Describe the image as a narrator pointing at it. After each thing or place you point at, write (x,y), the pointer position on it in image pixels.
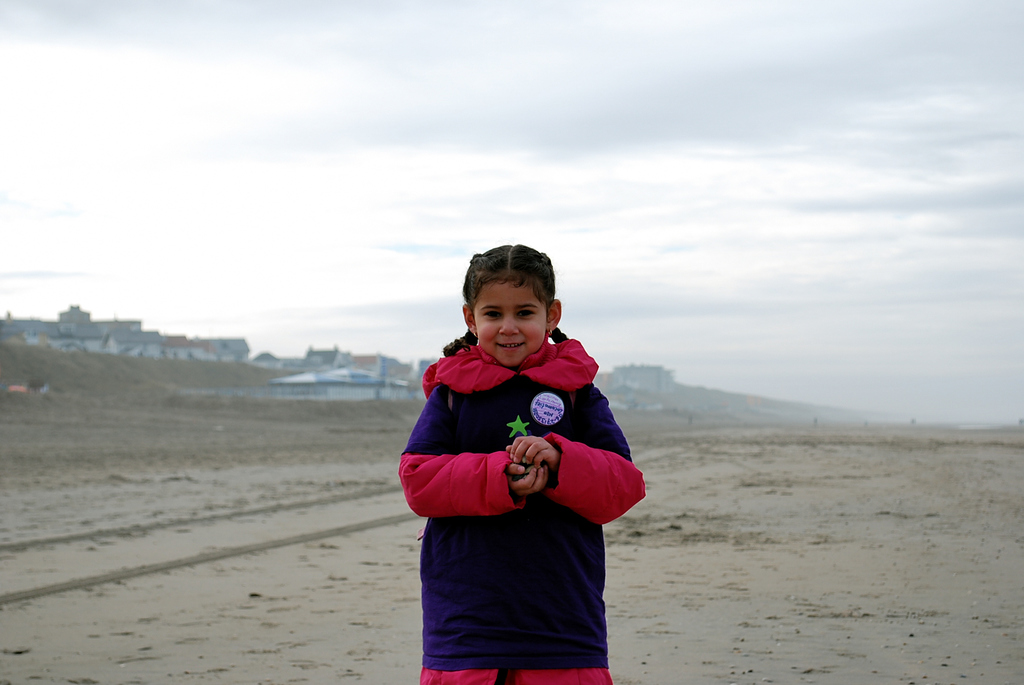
In this picture we can see a kid (499,537) is standing and smiling, at the bottom (876,603) there is soil (794,564), in the background (105,325) we can see buildings (153,335), there is the sky (623,61) at the top of the picture (719,75).
